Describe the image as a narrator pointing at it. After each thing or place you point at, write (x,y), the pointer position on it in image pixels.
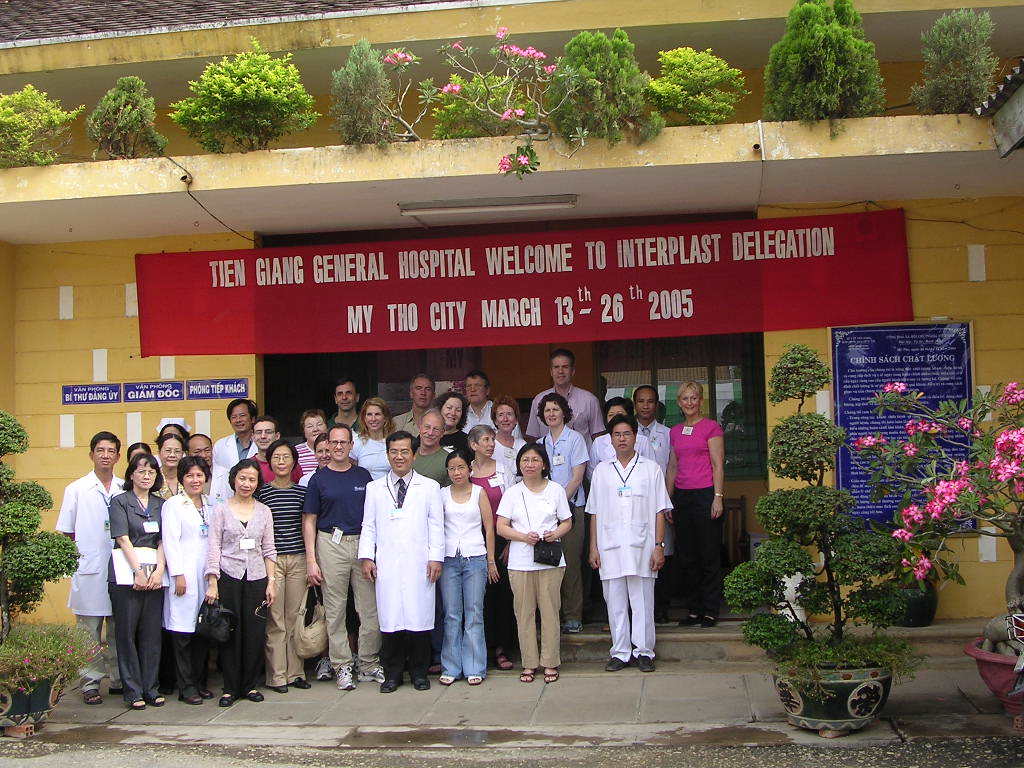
In this image we can see a group of people (515,535) standing on the ground (510,677). We can also see some plants (760,615) in a pot (813,712) and some flowers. On the backside (574,383) we can see a building (443,357) with some name boards (901,372) and a banner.
